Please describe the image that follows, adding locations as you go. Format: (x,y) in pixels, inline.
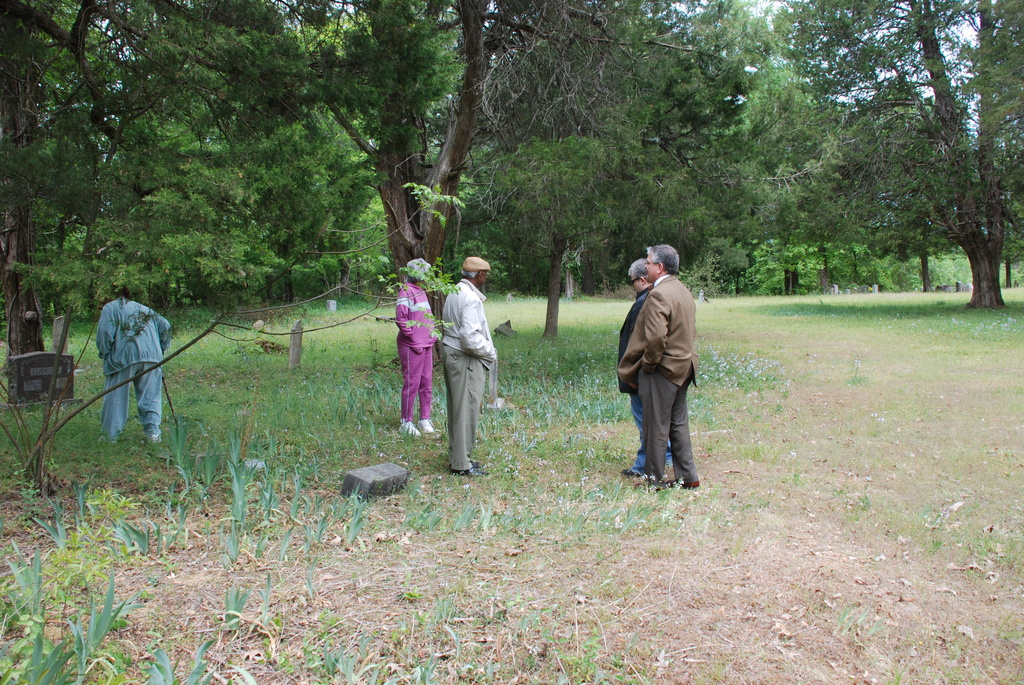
In this picture there is a man (676,358) who is wearing blazer (679,360), trouser (658,458) and shoes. Beside her there is another man (638,300) who is wearing goggles (641,280), blazer (633,319), trouser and shoes (627,473). In front of them there is a woman (408,327) who is wearing pink dress (420,371) and white shoes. Beside her there is a man (447,343) who is standing near to the stone (367,469). On the left (142,378) there is a woman (108,408) who is the wearing blue dress (141,362) and holding a stick (166,394). She is standing near to the graves (66,393). In the background (138,127) I can see many trees (726,260), plants (713,272) and grass (795,306). At the top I can see the sky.
